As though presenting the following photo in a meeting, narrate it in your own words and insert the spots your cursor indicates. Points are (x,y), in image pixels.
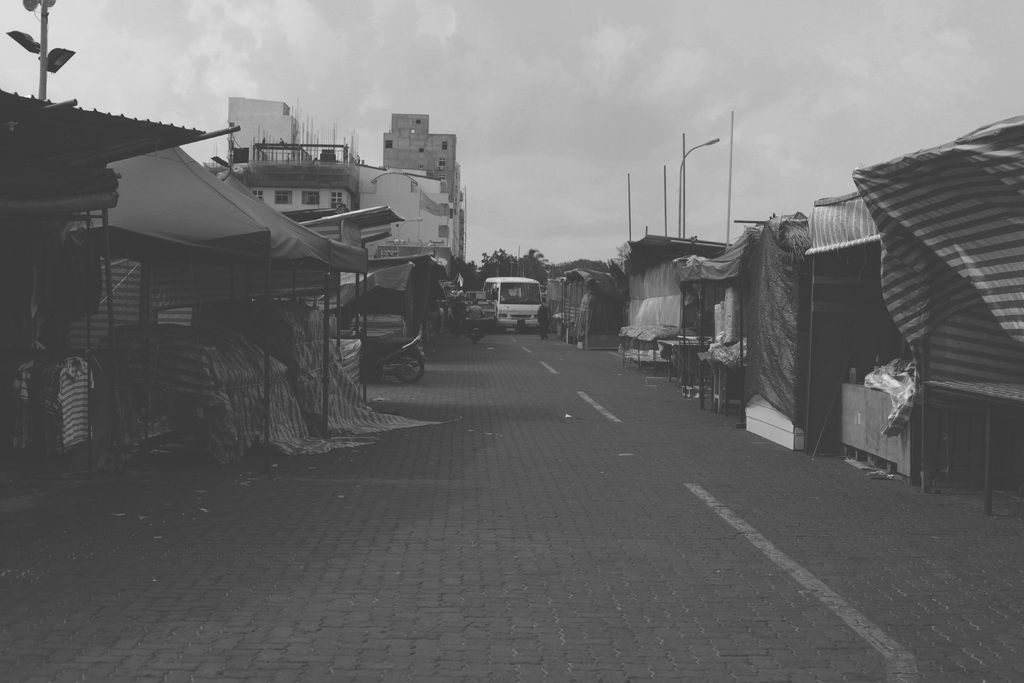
This is a black and white image. Here I can see the road (455,536). In the background (505,316) there are some vehicles (494,300), bike (479,334) and few people (543,318) are walking on the road (560,404). On the right (810,324) and left side of the image (205,278) I can see some buildings (101,296) and poles (58,55). On the top of the image (614,82) I can see the sky (582,58).
